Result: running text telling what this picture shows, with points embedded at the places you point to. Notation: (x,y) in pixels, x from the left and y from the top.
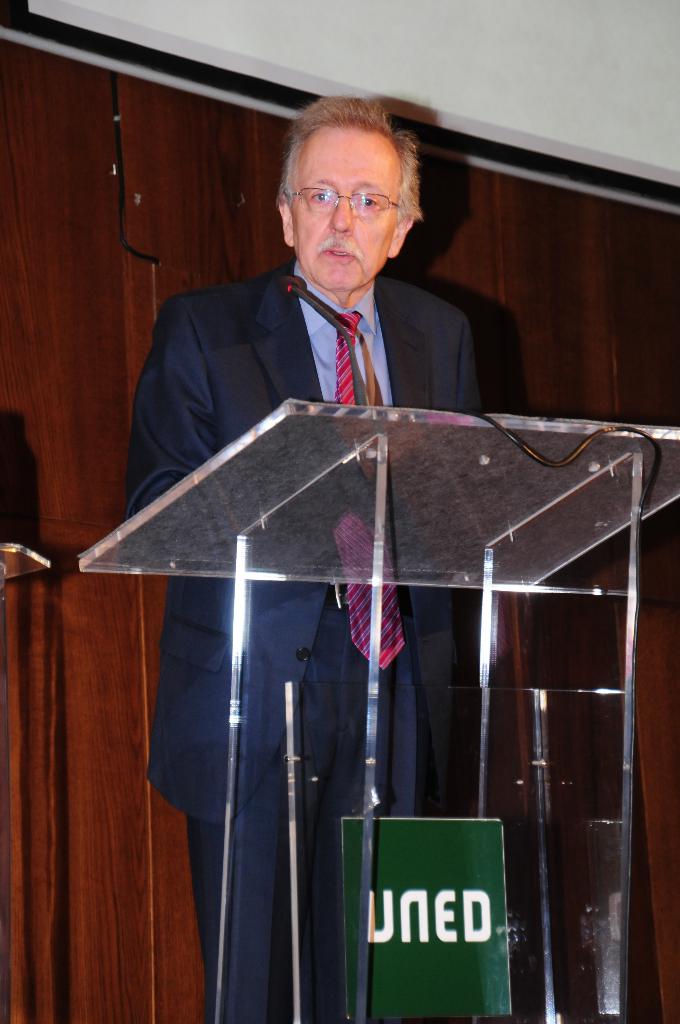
As we can see in the image there are a wooden wall (109,294) and a man (254,388) wearing blue color suit (309,626).
